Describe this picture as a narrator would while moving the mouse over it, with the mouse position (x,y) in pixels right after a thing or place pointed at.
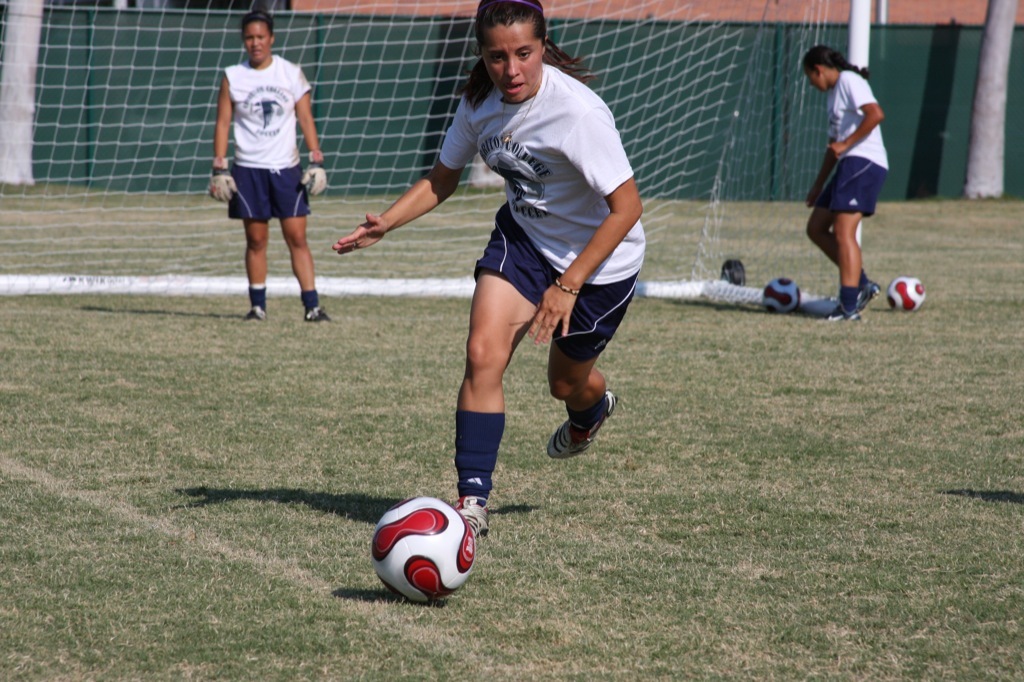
In this image, there are a few people (543,176) wearing T-shirt (529,216) and shorts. We can see the ground (648,555) with some grass (858,374) and a few balls (419,540). We can also see the net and the wall (939,94). We can see a pole (879,0) and some trunks (12,71) of trees (1002,143).
